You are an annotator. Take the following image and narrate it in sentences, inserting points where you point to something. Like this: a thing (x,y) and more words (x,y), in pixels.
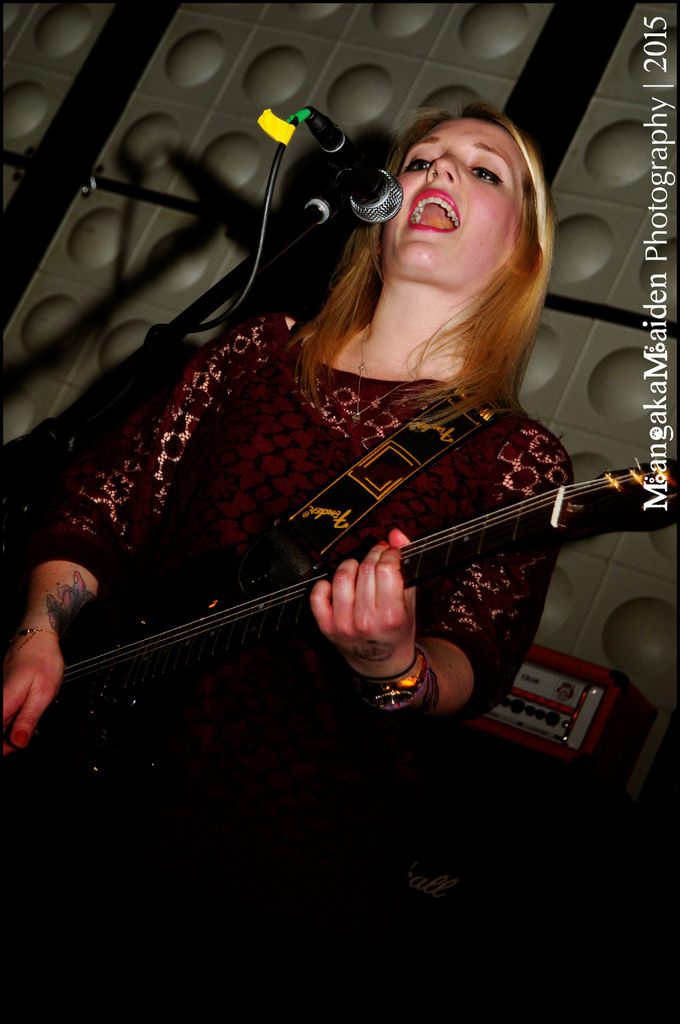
Woman (343,382) playing guitar (236,611), this is microphone (340,156).
